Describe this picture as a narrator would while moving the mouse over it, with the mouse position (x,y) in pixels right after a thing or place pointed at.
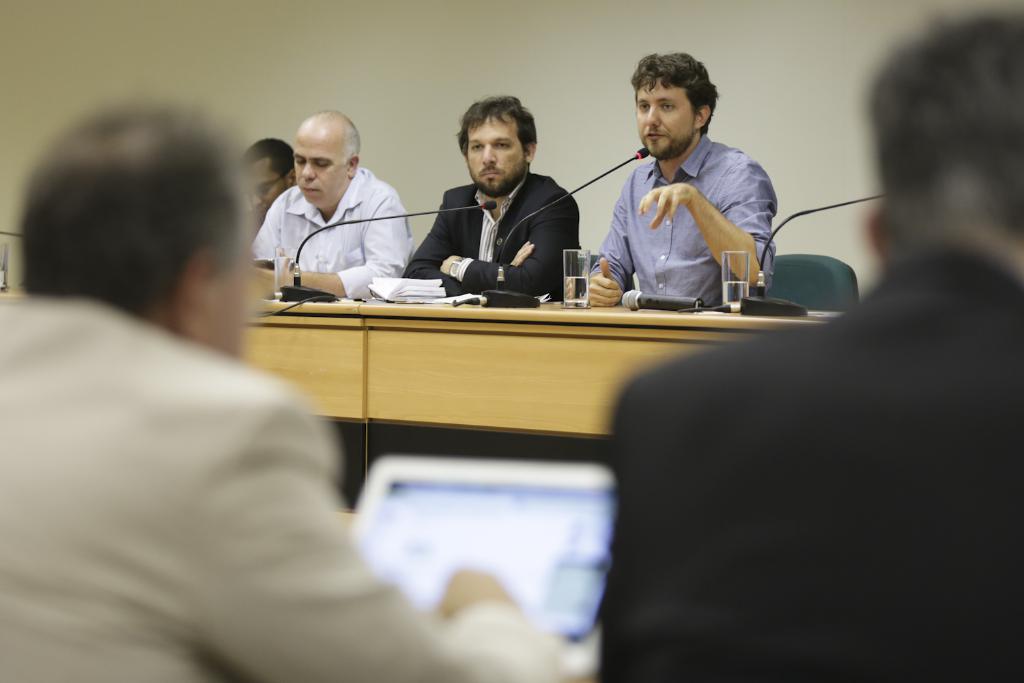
In this image I can see four persons (300,171) sitting. The person (670,221) in front wearing purple shirt (674,242) speaking in front of the microphone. I can also see few papers (397,285), glasses (737,282) on the table (419,313). The table (419,313) is in brown color, at back (423,90) the wall (414,81) is in cream color.
